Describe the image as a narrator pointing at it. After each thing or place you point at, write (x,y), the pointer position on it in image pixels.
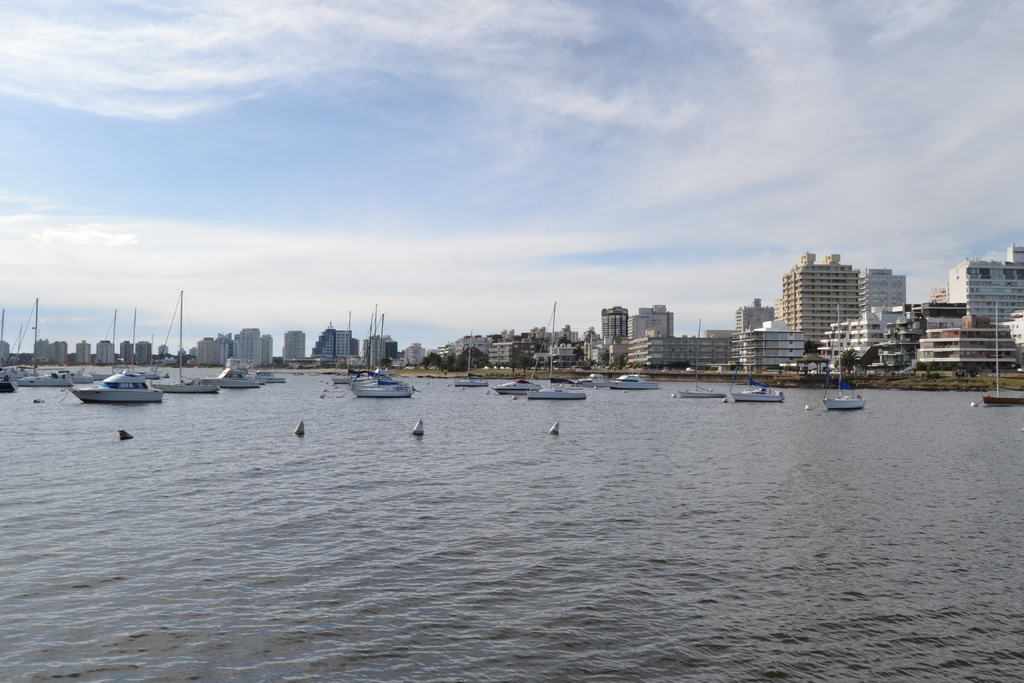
In this image I can see few ships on the water (618,453). Back Side I can see buildings (822,286), poles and trees (462,358). The sky (427,168) is in blue and white color.
